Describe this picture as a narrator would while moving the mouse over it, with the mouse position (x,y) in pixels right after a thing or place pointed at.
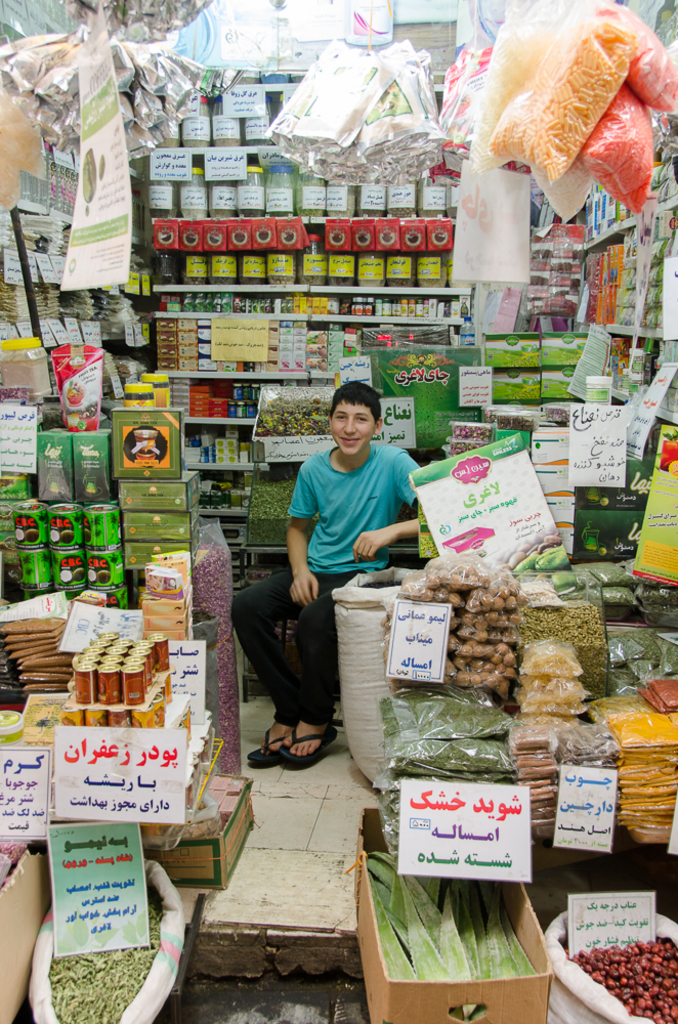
In this picture there is a view of the small super market (129,608). In the front (339,533) there is a boy (304,516) wearing a blue t-shirt (339,545) is sitting on the chair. Behind there are many food products (607,212) around him.
